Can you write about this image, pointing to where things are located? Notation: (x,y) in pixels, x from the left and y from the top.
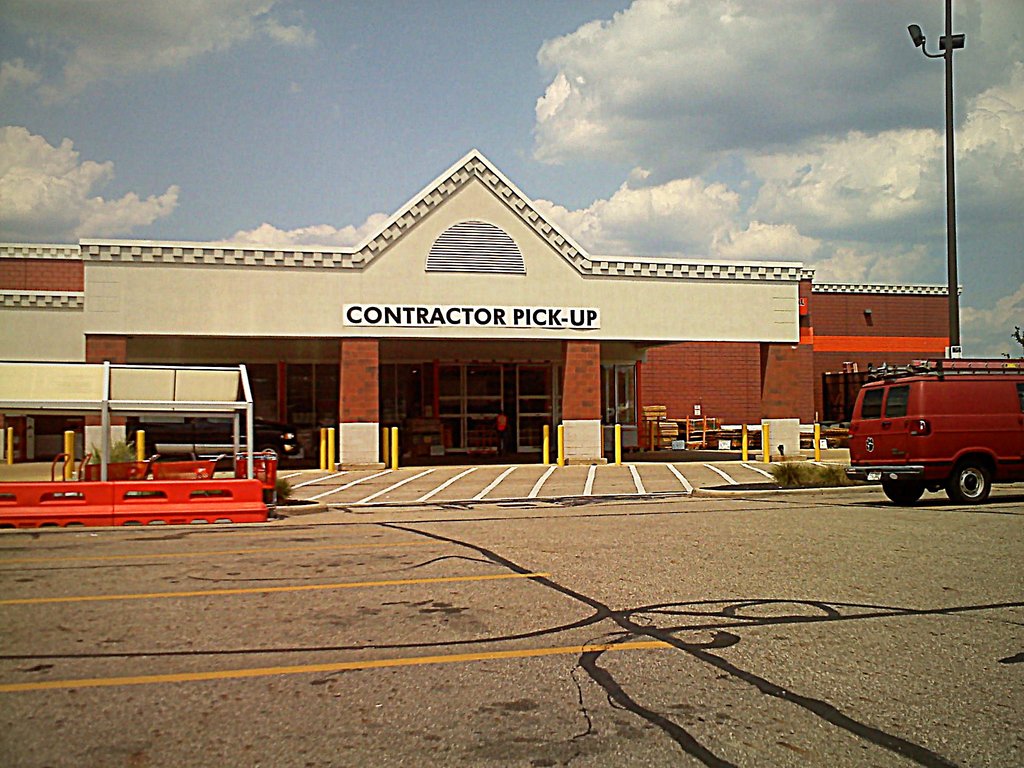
This is an outside view. At the bottom (328,682), I can see the road (510,707). In the middle of the image (563,349) there is a building (531,349). On the left side (110,396) there is a shed (80,382). In front of this building (527,450) there are few poles (394,453). On the right side (927,449) there is a vehicle (920,472) on the road (971,542) and also there is a light pole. At the top of the image (408,115) I can see the sky (642,90) and clouds (706,62).
